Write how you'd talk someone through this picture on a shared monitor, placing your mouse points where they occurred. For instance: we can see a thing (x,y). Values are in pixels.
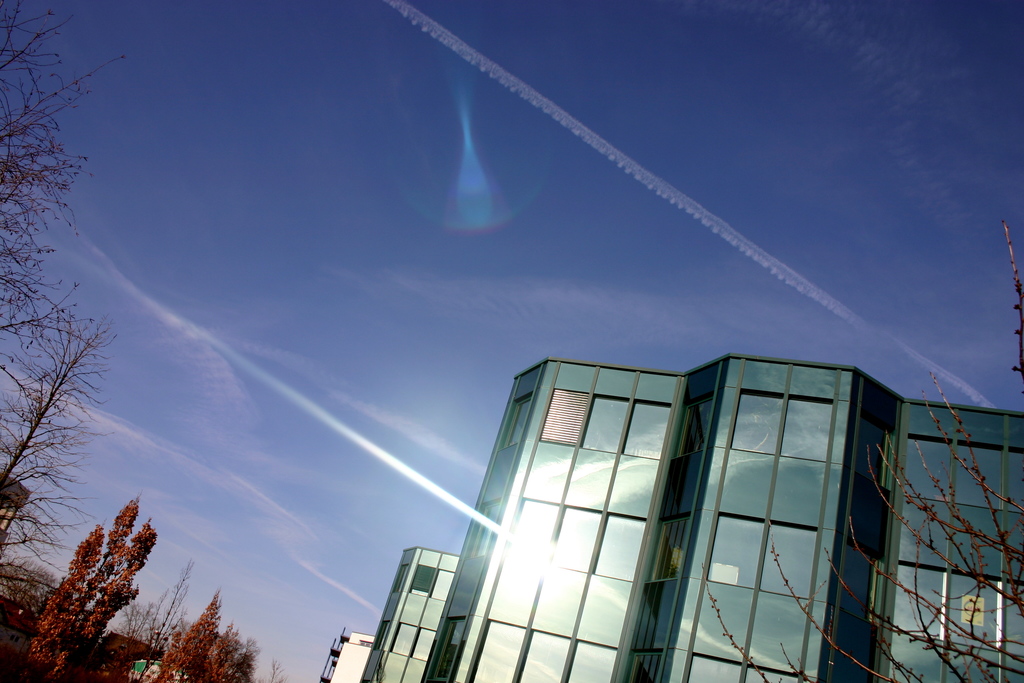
In this image there are buildings (626,625). To the left (59,584) there are trees (77,629). At the top (432,105) there is the sky (482,111).
